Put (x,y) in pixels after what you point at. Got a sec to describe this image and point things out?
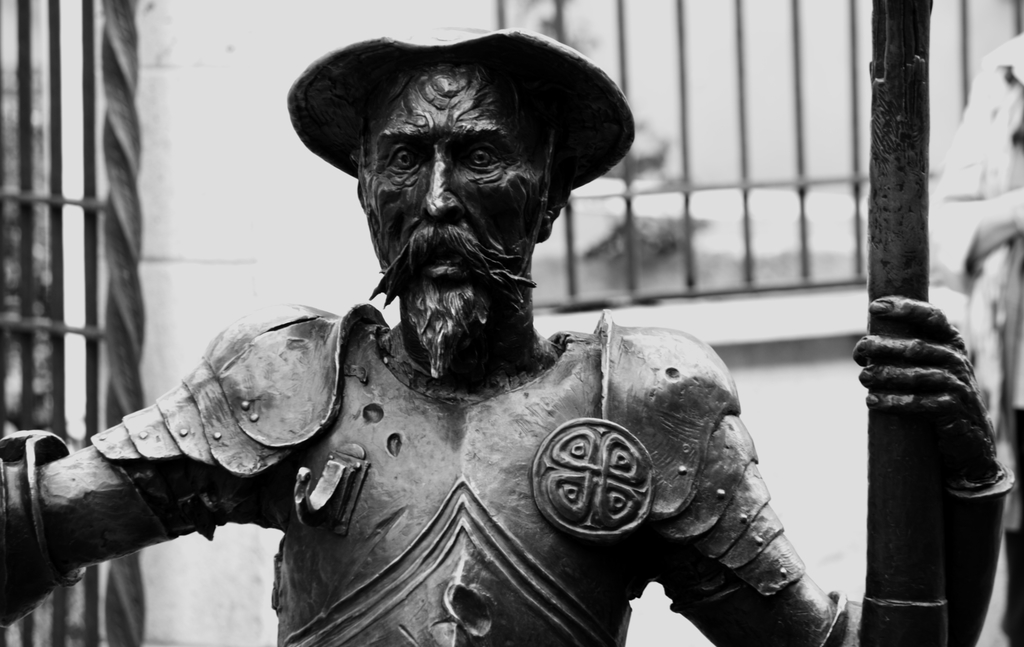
In this image we can see a statue (455,238) and railings (805,166) in the background (124,241).
